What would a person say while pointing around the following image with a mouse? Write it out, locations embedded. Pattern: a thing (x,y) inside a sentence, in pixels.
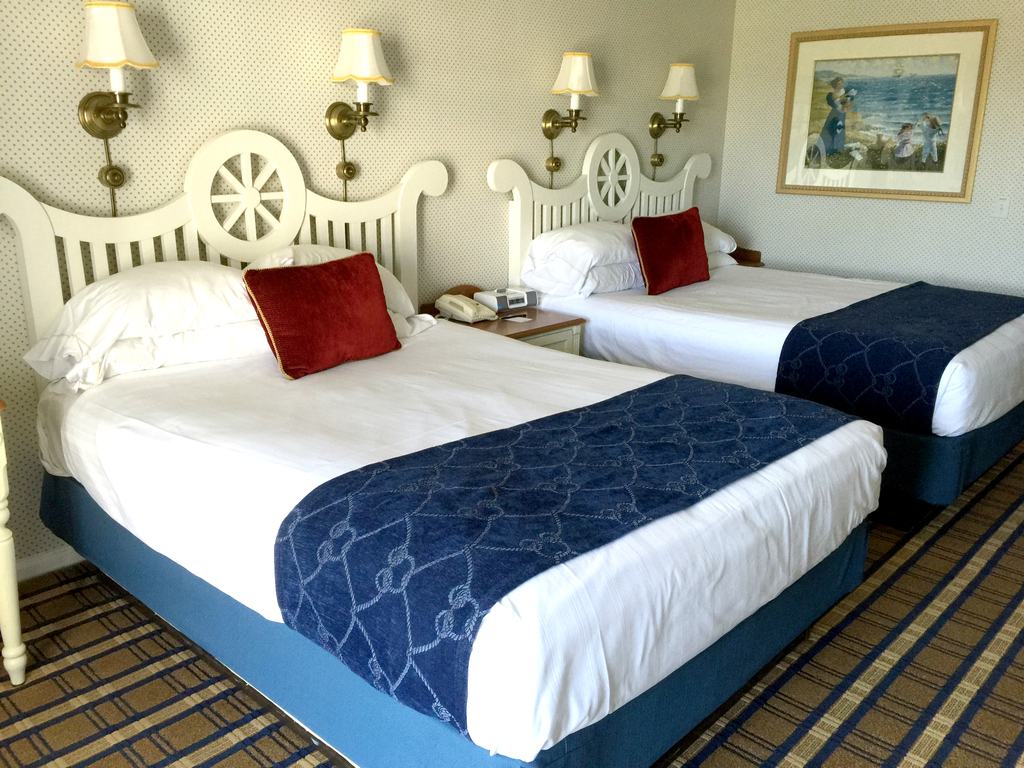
In this image I can see two beds (594,464) with bed sheets (292,448) and pillows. In-between these beds (478,385) I can see the table (529,332). On the table (543,337) I can see the telephone (459,313) and some objects (514,301). To the left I can see one more table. In the background (865,189) I can see the lights (120,113) and the frame (865,189) to the wall (441,119).
